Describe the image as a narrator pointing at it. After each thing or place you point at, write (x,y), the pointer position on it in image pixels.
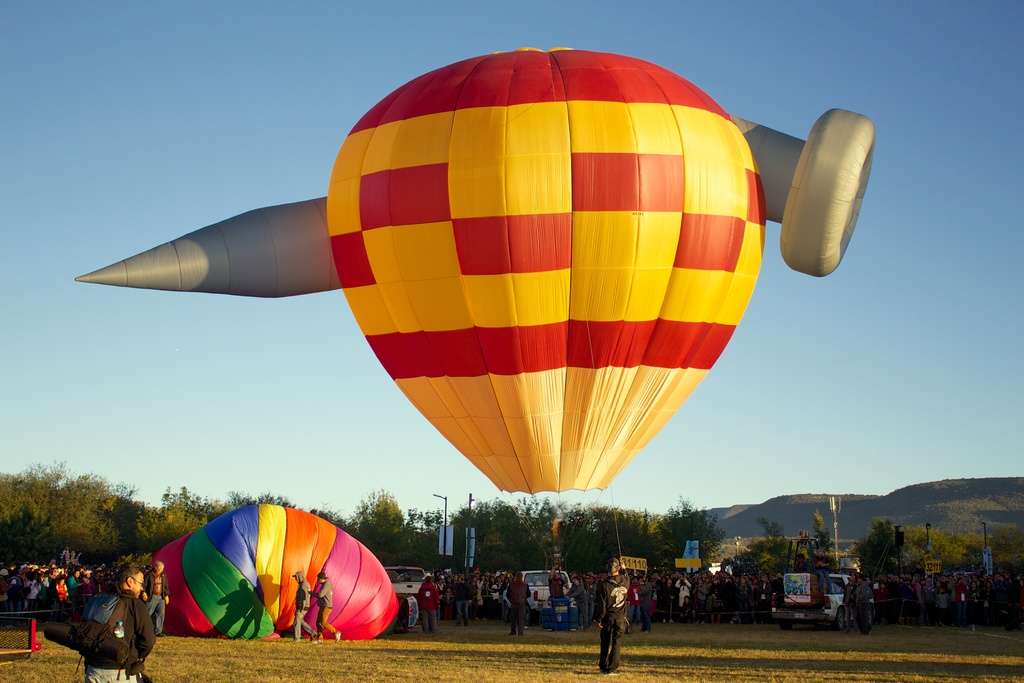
In this image we can see many trees (102,516). There is a sky (880,367) in the image. There are few vehicles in the image. There are few advertising boards (448,535) in the image. There are few poles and many people (733,566) in the image.
